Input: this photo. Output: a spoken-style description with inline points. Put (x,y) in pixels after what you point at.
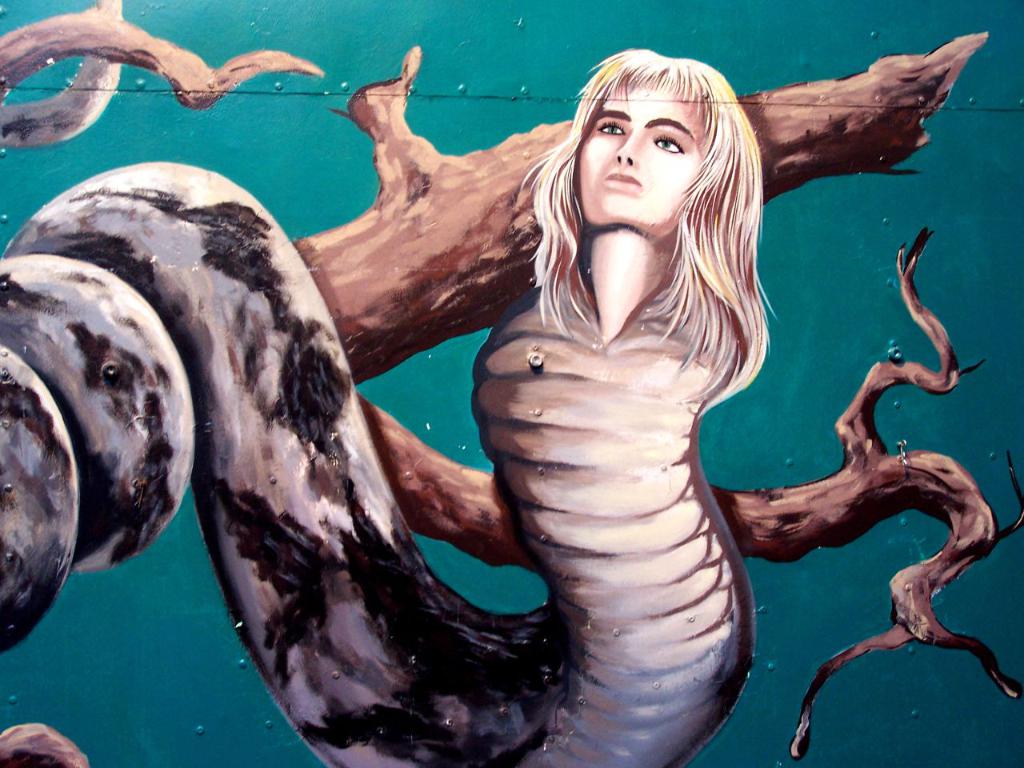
In this image there is trunk (439,235) of the tree (437,247), there is woman (627,409) with snake body (617,441).
